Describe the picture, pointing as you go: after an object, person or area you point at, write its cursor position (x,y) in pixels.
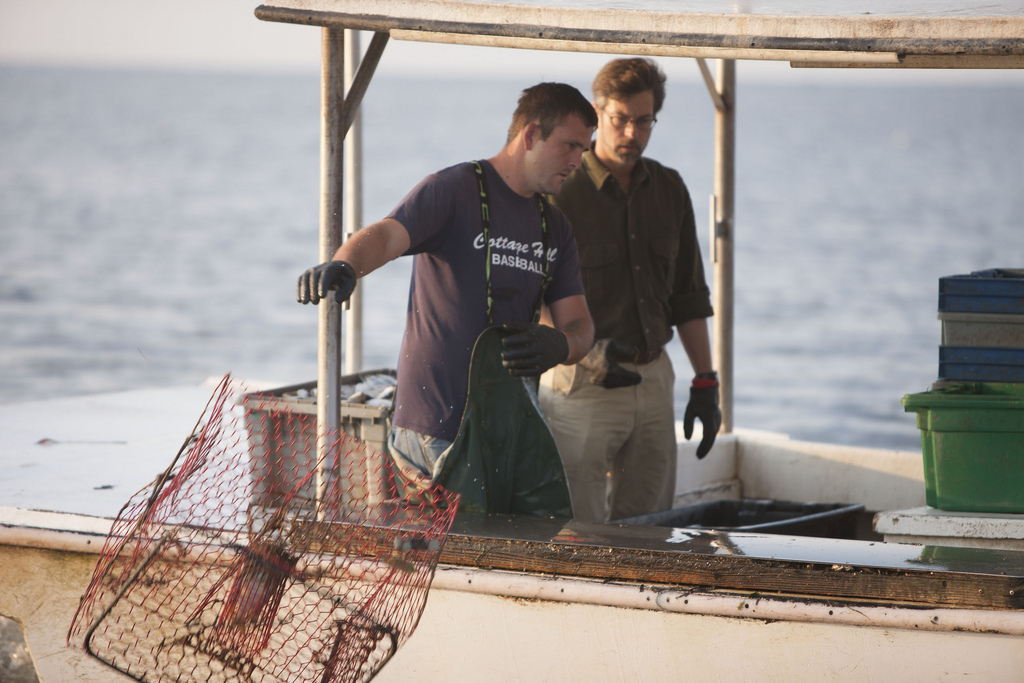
In this image there is a boat (32,510) in the water (217,245). On the boat (335,339) there are two persons (587,414). There is a net (221,572) and there are tubs (933,490).
